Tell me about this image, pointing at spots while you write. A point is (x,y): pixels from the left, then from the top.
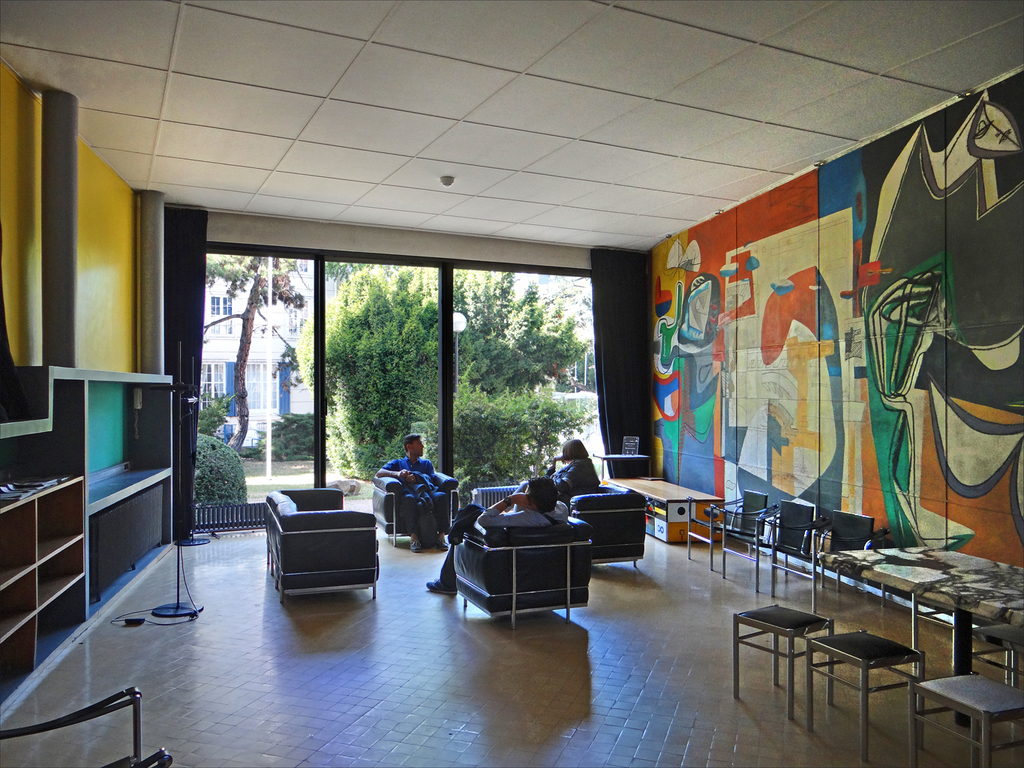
There are three persons (535,505) sitting in a sofa (564,522) and there are painted walls (729,351) on the either side of them and in background (403,358) there are trees (381,358) and buildings (262,370).
